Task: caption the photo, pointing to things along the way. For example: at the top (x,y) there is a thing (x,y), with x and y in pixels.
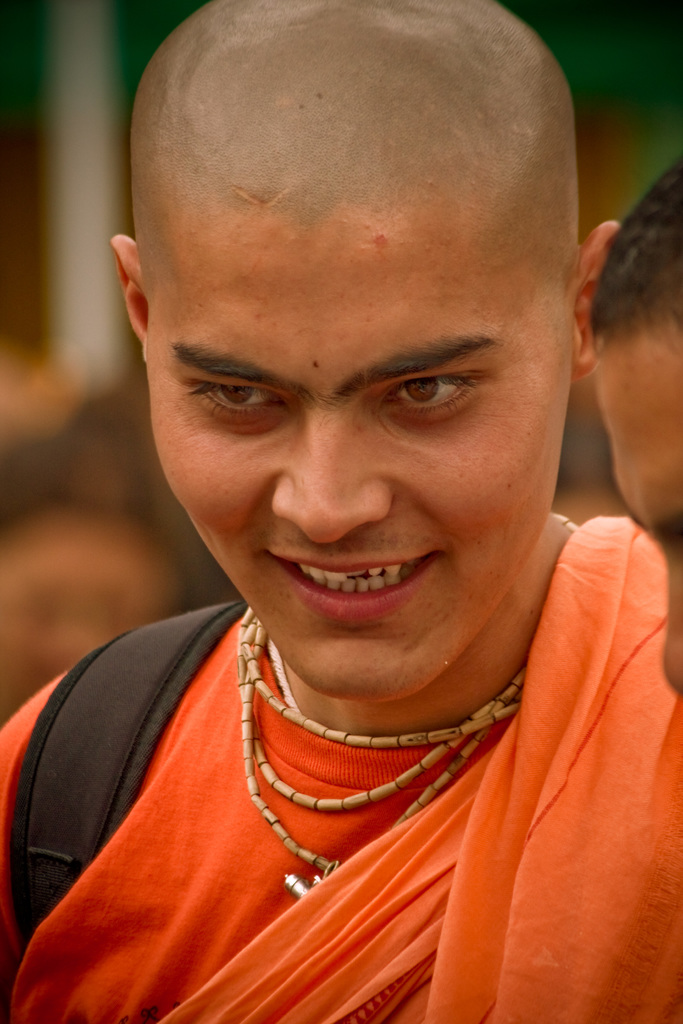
In this image I can see two people (422,538). One person (284,565) is wearing an orange color dress (275,889). I think the person (214,891) is wearing the black color bag (104,687). In the background (94,534) I can see few more people (118,456) but they are blurry.
